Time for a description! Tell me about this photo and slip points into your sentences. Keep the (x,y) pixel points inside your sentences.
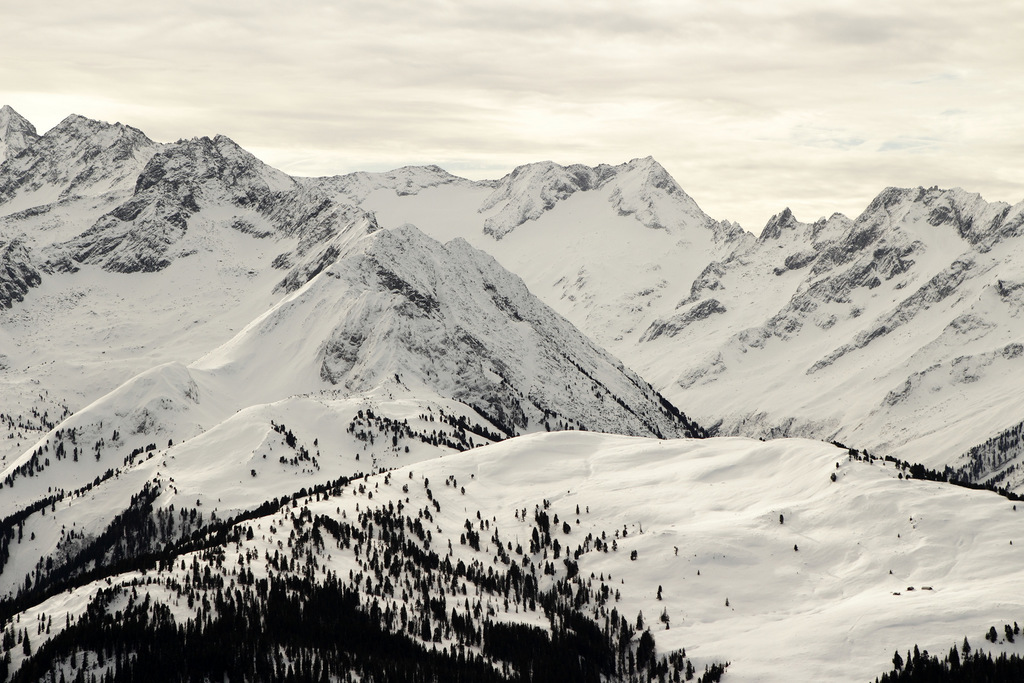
In this image there are mountains (367,283). In the background (349,90) there is sky (560,56). At the bottom (292,618) there are trees (498,622) and snow (682,604).
